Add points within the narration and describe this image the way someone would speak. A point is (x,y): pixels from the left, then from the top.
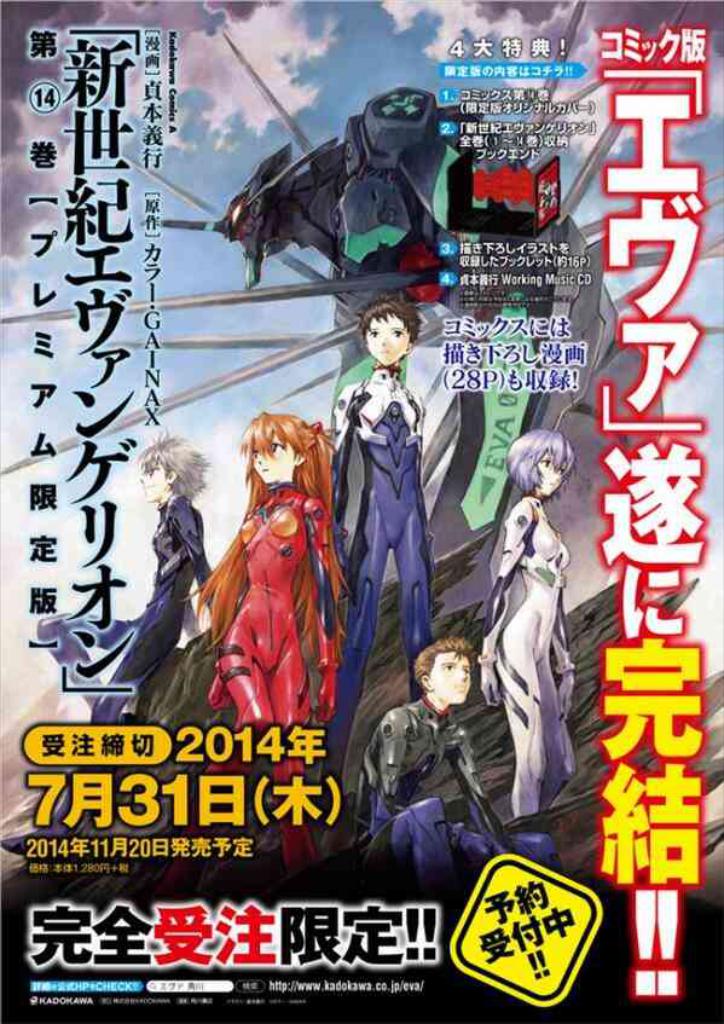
This is a poster and in this poster we can see animated characters (288,698) and some text (376,955).
